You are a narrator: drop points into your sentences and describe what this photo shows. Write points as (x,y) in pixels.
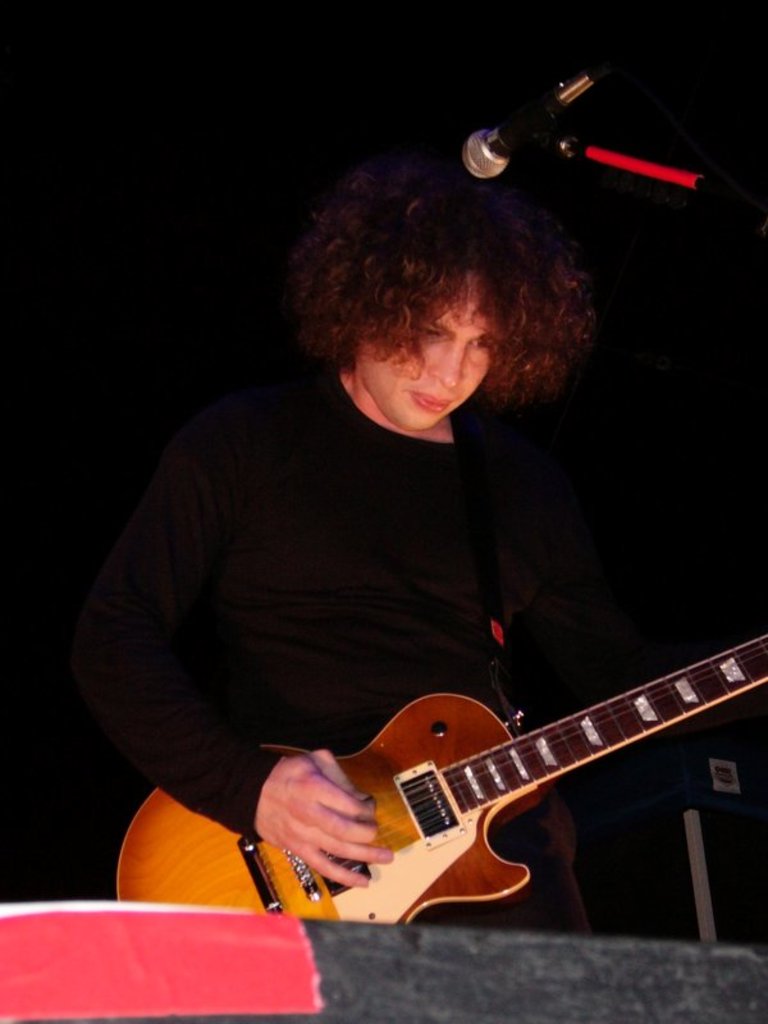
In this Image I see a man (367,338) who is holding a guitar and he is in front of a mic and I see he is wearing a black shirt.
